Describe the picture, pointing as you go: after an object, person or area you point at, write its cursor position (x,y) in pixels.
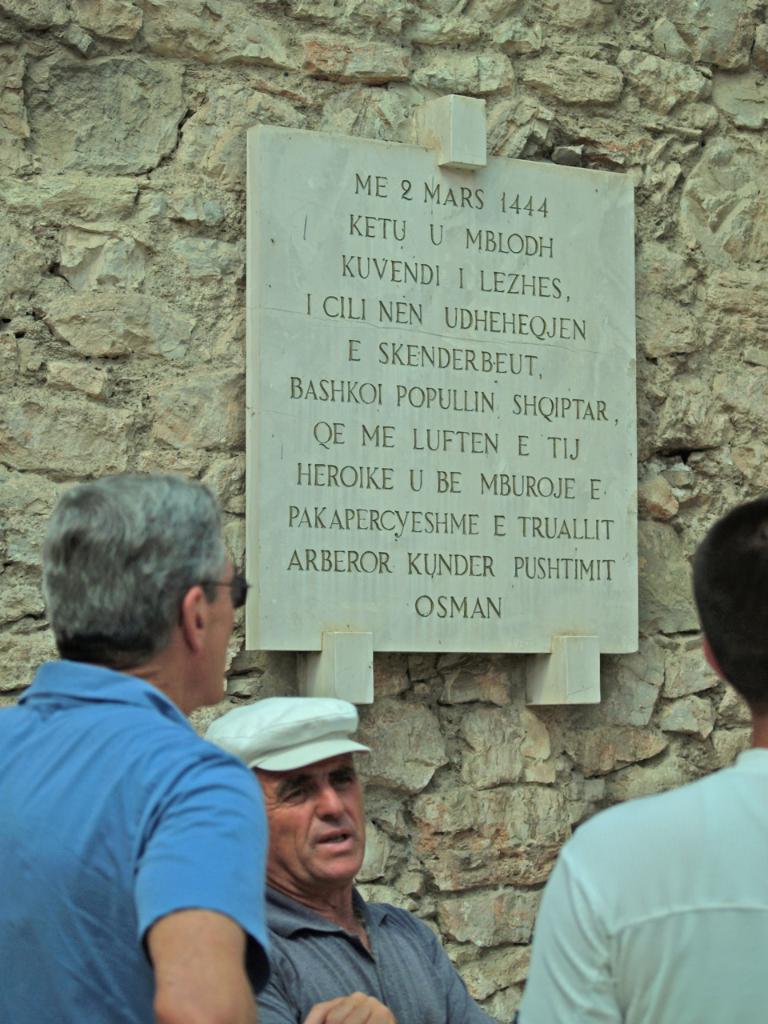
In this image in the front (604,860) there are persons (264,880). In the background (174,285) there is a wall (426,668) and on the wall (505,794) there is a board (351,426) hanging with some text (434,347) written on it.
